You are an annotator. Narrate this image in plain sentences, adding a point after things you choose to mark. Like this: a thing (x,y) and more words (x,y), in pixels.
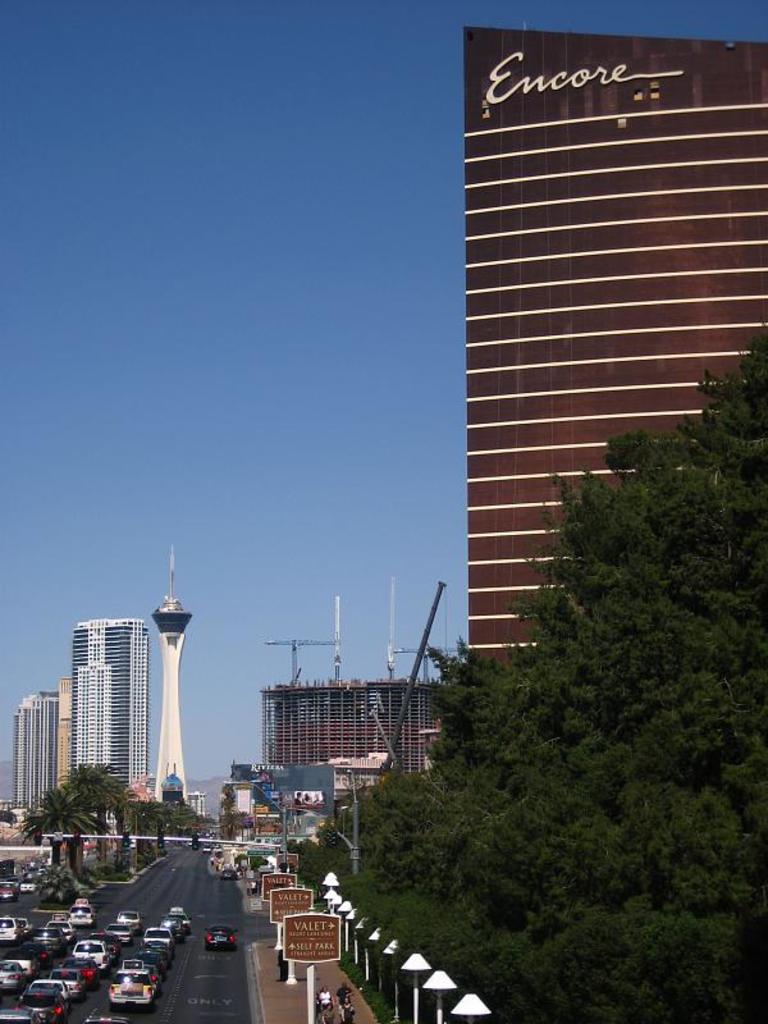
In this picture I can see vehicles (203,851) on the road (190,955), there are boards (281,881), poles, lights (335,839), there are buildings (340,752), there are trees (522,789), and in the background (303,374) there is the sky (147,367).
